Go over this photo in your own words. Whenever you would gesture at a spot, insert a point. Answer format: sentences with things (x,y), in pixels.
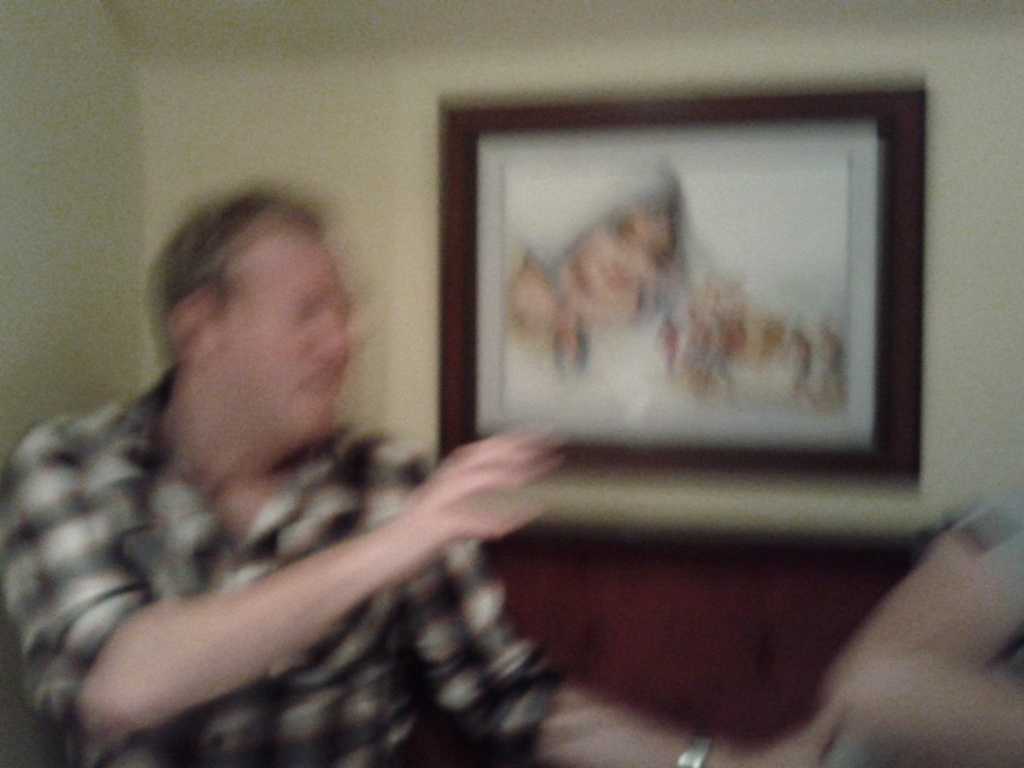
In the picture we can see unclear image of a man (68,644) standing and raising his hand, he is in black and white check shirt (51,462) and behind him we can see wall (974,317) with a photo frame (858,447) and some painting (600,280) on it.
